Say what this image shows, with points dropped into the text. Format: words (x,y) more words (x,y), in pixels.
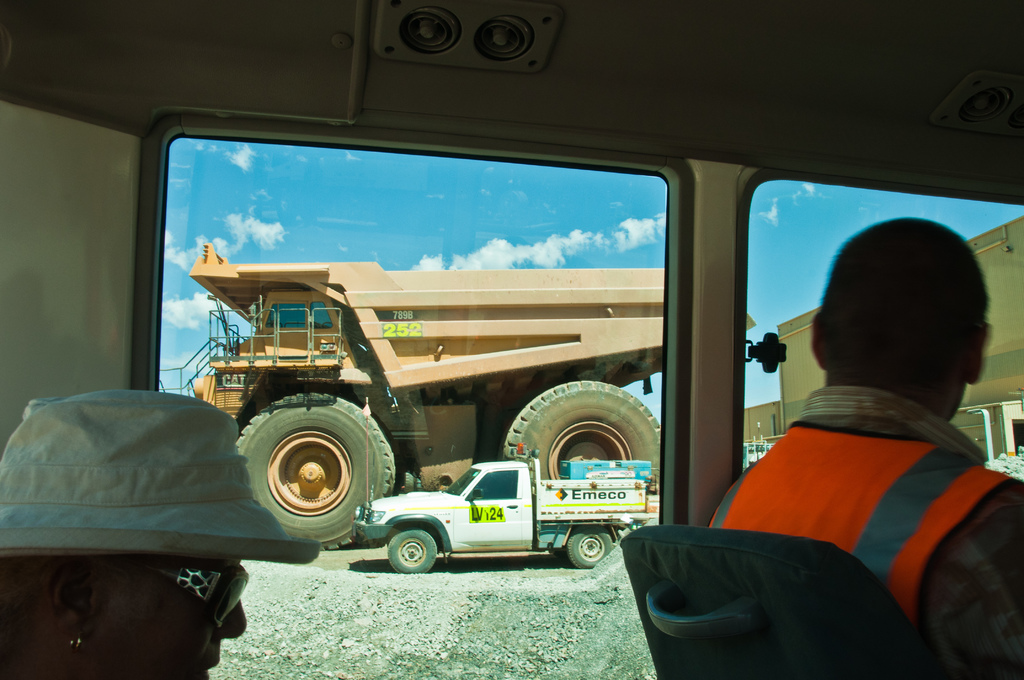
In this image in the center (385,446) there are persons (159,555) and there is a window (193,366). Behind the window (444,414) there are vehicles (451,434). On the right side (760,428) there is a building (807,385) and the sky (463,236) is cloudy. In the front (857,535) on the right side (854,545) there is a person (865,548) sitting.
